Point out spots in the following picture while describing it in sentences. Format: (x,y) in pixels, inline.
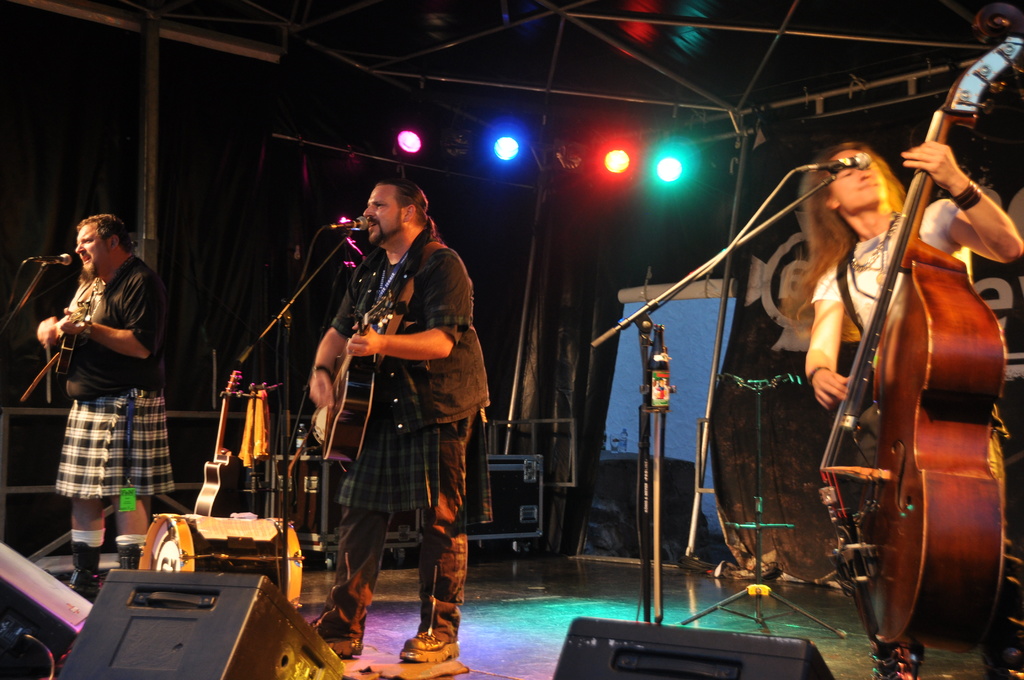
In this picture there are three people (84,556), the man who is standing at the left side of the image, he is playing the guitar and singing in the mic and the second man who is standing at the center of the image (431,319), he is also playing the guitar (344,399) and singing in the mic (314,274), the lady (906,163) who is standing at the right side of the image (919,161) she is playing the bass (928,573) and there is a mic (693,274) in front of her, there are speakers (151,670) on the stage (839,590) and there are spotlights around the area of the image.
